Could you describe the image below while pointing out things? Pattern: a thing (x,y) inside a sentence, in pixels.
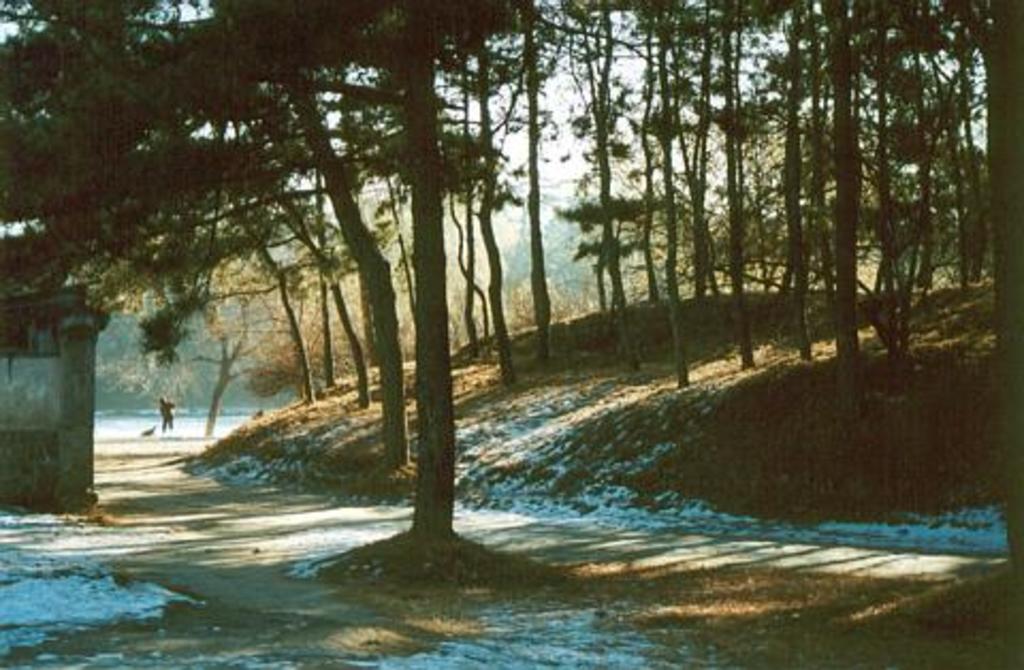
This picture shows few trees (369,307) and we see a house (73,405) and a man (161,416) cleaning with the broom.
